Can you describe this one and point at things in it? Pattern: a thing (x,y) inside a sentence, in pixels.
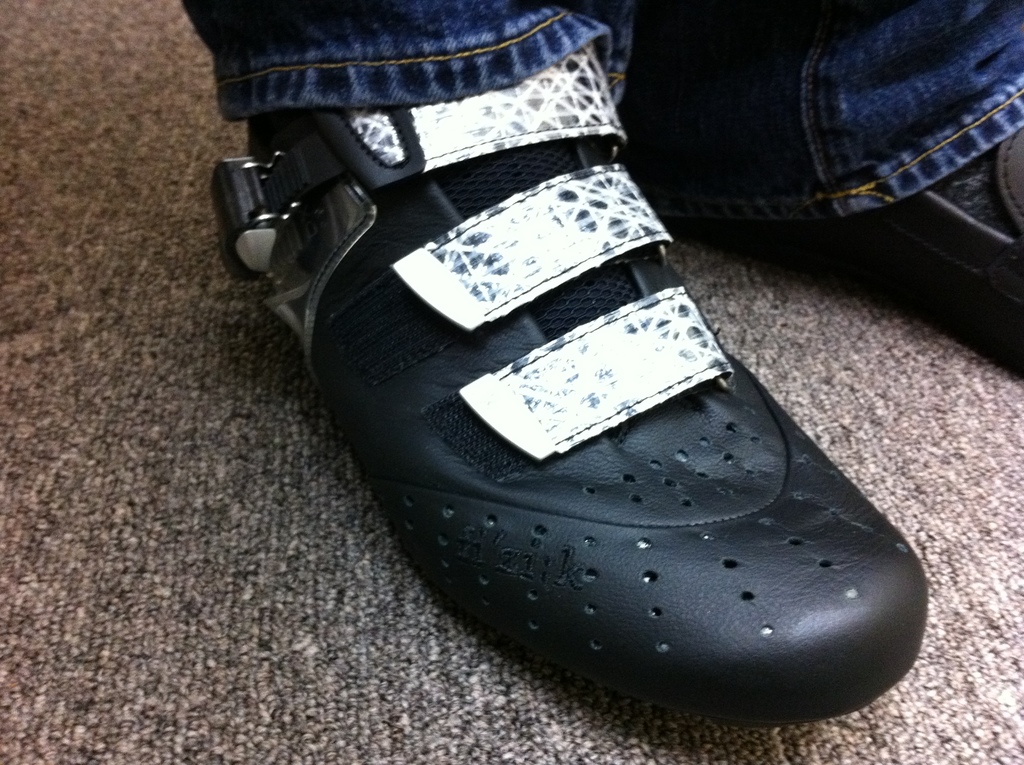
In this image I can see person's legs (912,83) on the floor (846,407). This image is taken in a room (344,539).
